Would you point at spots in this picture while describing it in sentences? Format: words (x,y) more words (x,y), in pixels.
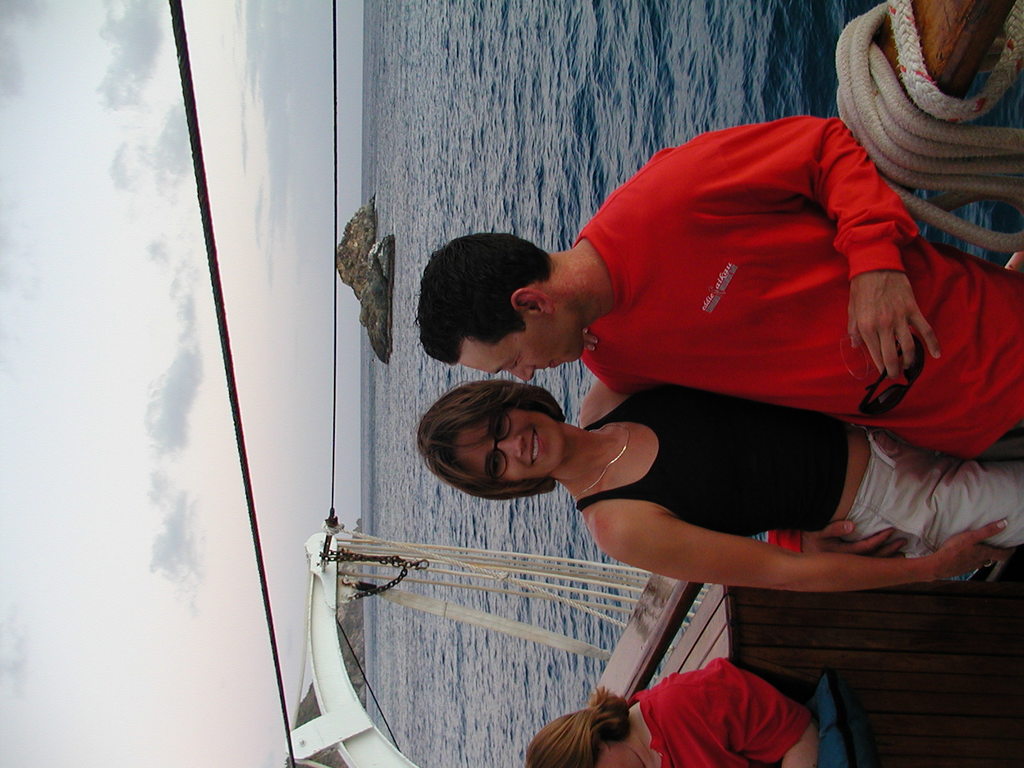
In the middle (668,317) a man (888,368) is standing, he wore red color dress (769,391), beside him a beautiful woman (608,493) is standing, she wore black color top (838,443). Behind them there is water (491,183), on the left side (112,439) there is the sky (99,497).
